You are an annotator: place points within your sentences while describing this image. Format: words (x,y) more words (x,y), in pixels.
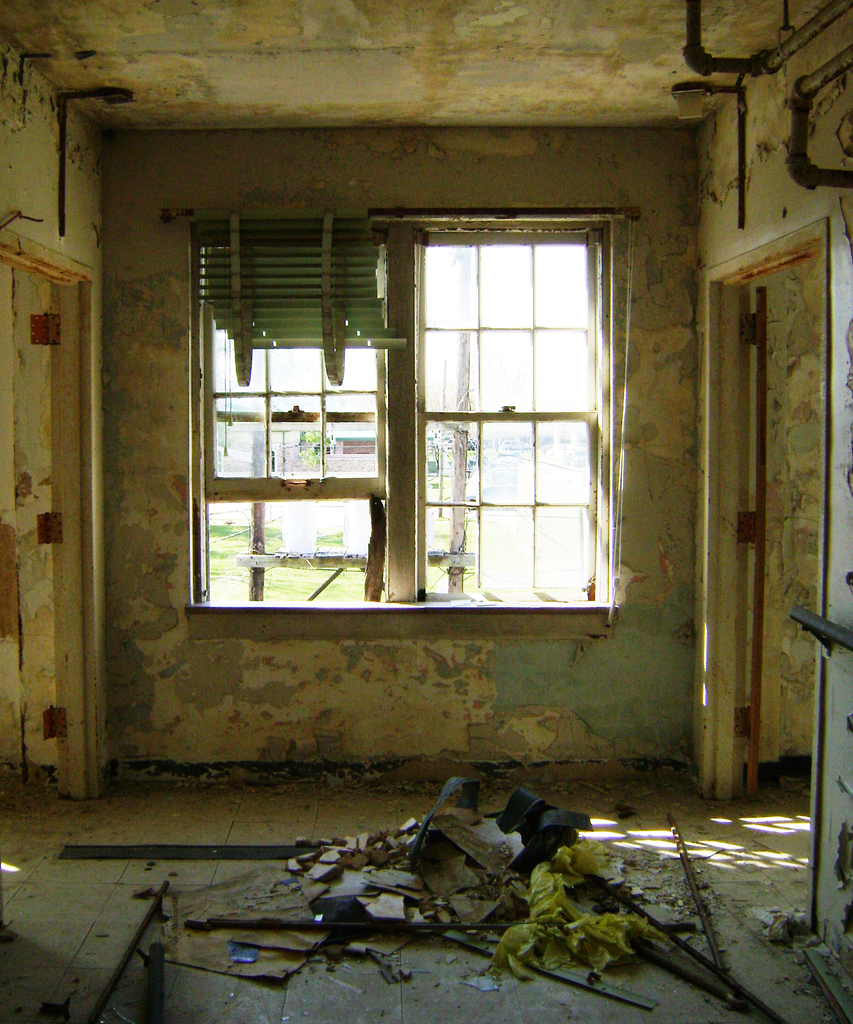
In this image on the ground (384,869) there is scrap (440,917). In the background (455,628) there is a window (422,532) and behind the window (356,462) there's grass (323,541) on the ground (290,571). On the right side (771,461) there is a door (751,468) and there is a wall (785,494) and on the top (767,58) there are pipes (800,148).
